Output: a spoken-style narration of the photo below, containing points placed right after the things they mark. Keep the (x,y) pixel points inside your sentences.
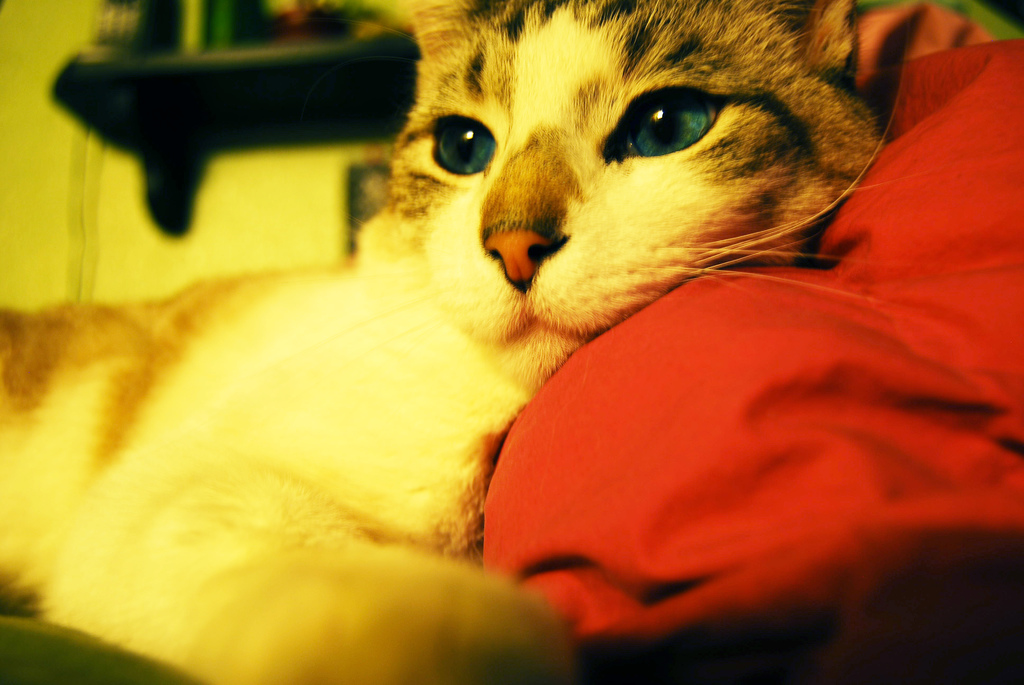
In the foreground of this image (469,259), there is a cat (383,302) lying on a red color cloth (855,307) and in the background (383,85) there is a shelf (229,92) to a wall (229,200) on which few objects (227,31) are placed.
